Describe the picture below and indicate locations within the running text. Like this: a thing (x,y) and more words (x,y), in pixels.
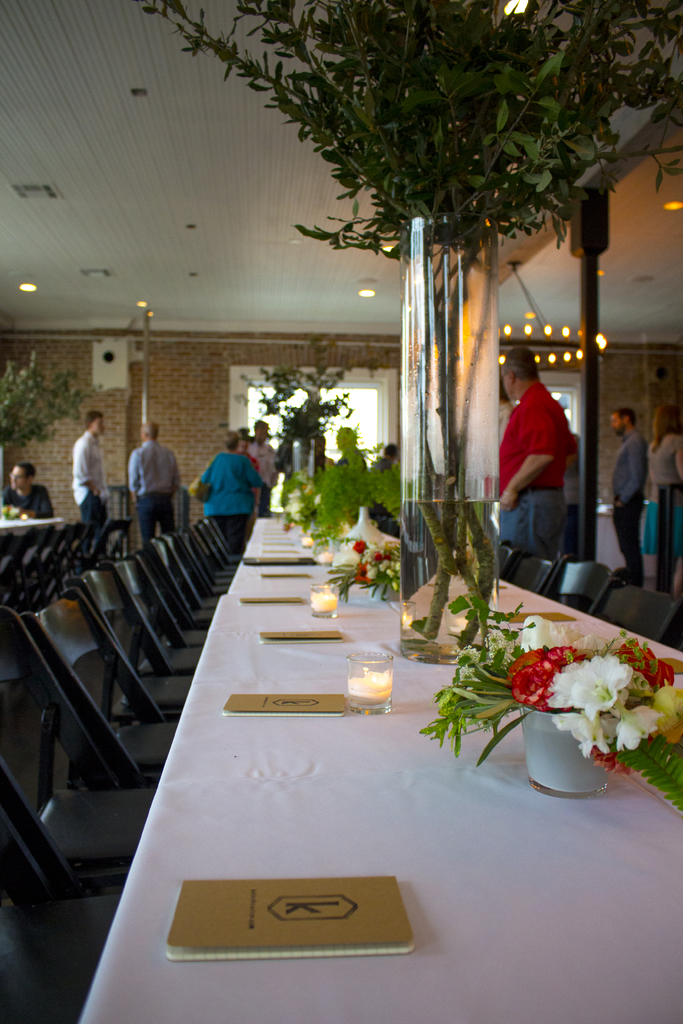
As we can see in the image, there is a brick wall (205,389), plant (439,147), tables (301,612) and chairs (133,672) and few people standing over here. On table (434,980) there are books (273,924), flowers (558,694) and glasses (380,689).
